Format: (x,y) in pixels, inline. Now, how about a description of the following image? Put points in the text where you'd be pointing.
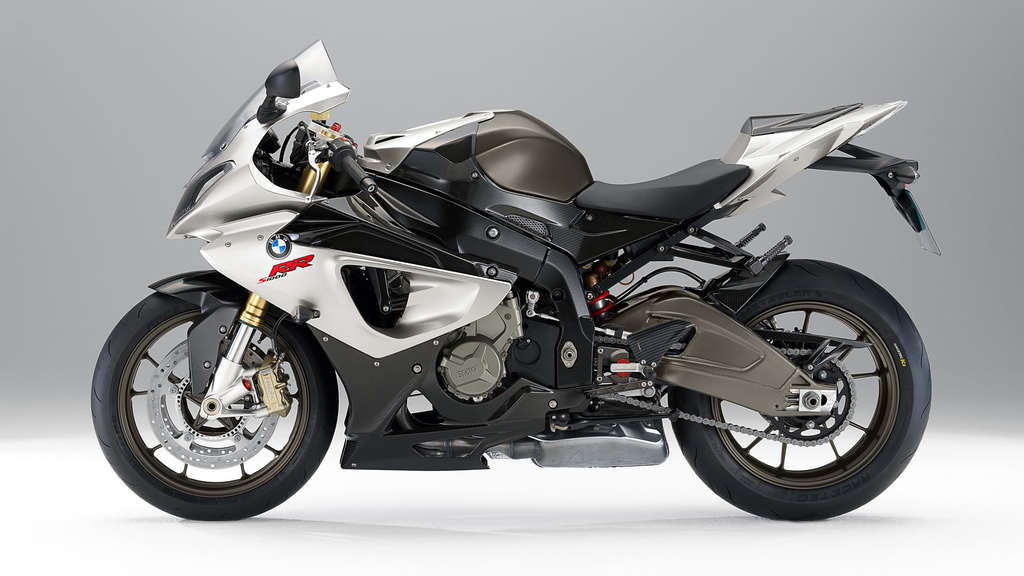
In this image we can see a motorcycle (426,439) on the white color surface (618,529).
